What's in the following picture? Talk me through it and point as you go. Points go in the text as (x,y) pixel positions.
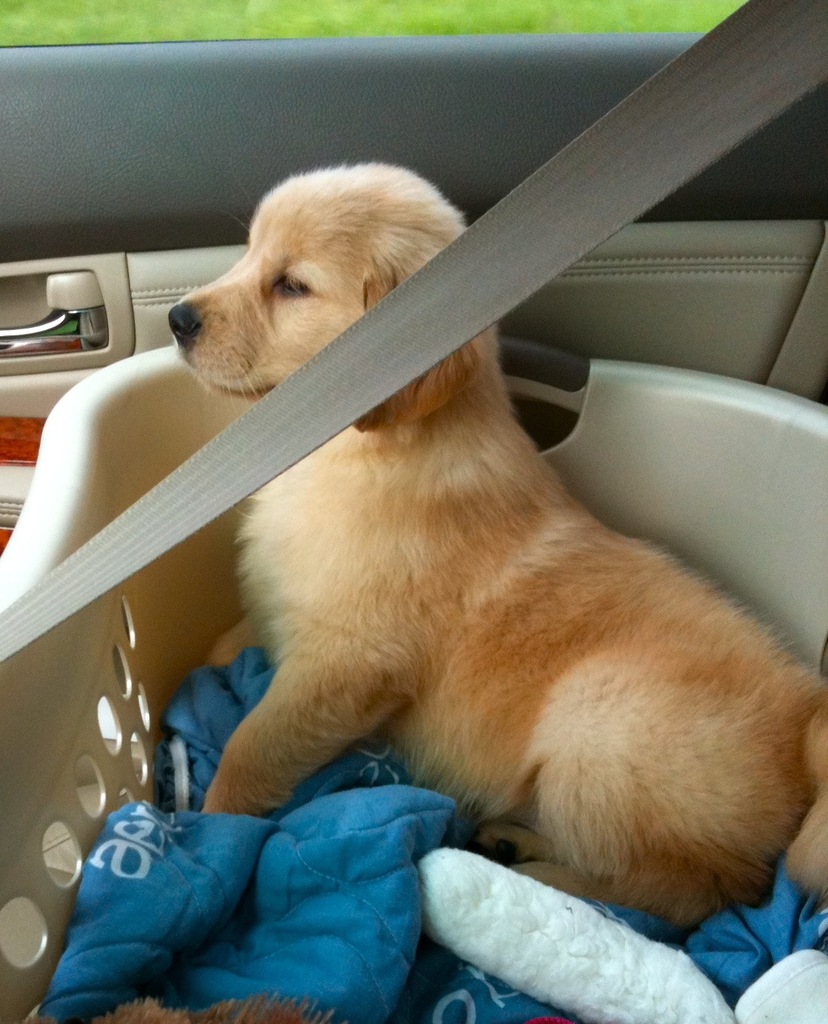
Here in this picture we can see a dog (407,582) present in a basket (26,969) and we can also see a bed sheet (261,839) beside it and we can say that it is kept in a car (42,126), as we can see a seat belt (585,199) in front of it and behind that we can see a car door (75,131) and a window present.
